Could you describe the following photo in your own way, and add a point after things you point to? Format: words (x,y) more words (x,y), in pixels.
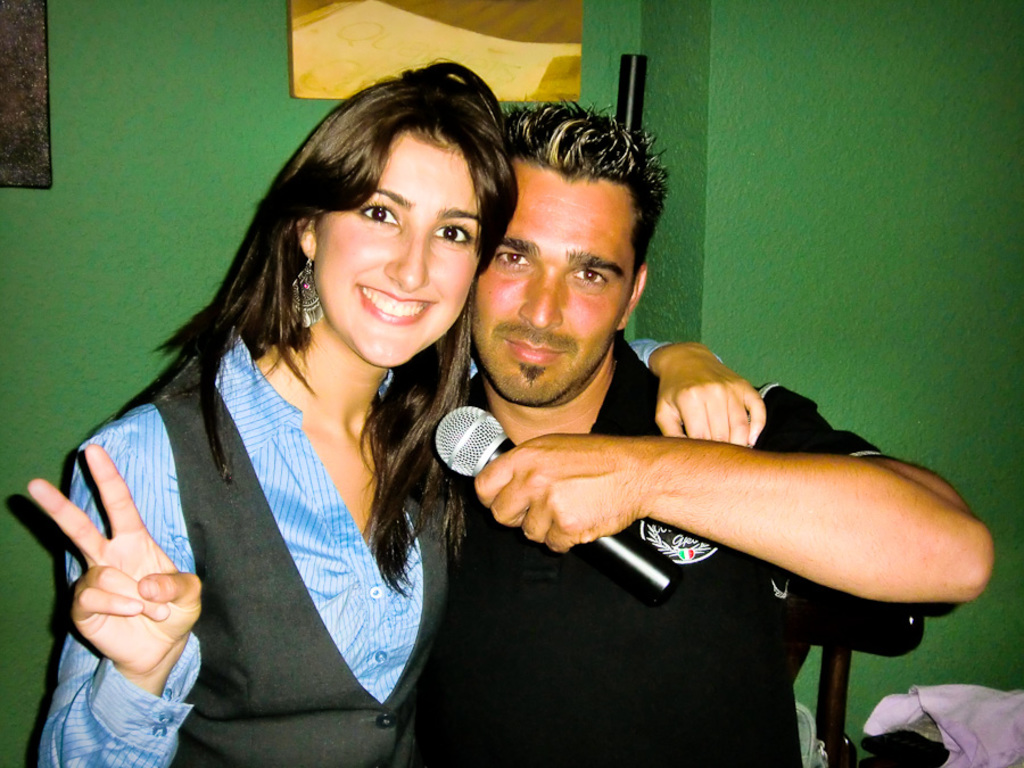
In the image there is a man (574,511) holding mic (456,455) and beside there is a woman (338,431) smiling.
